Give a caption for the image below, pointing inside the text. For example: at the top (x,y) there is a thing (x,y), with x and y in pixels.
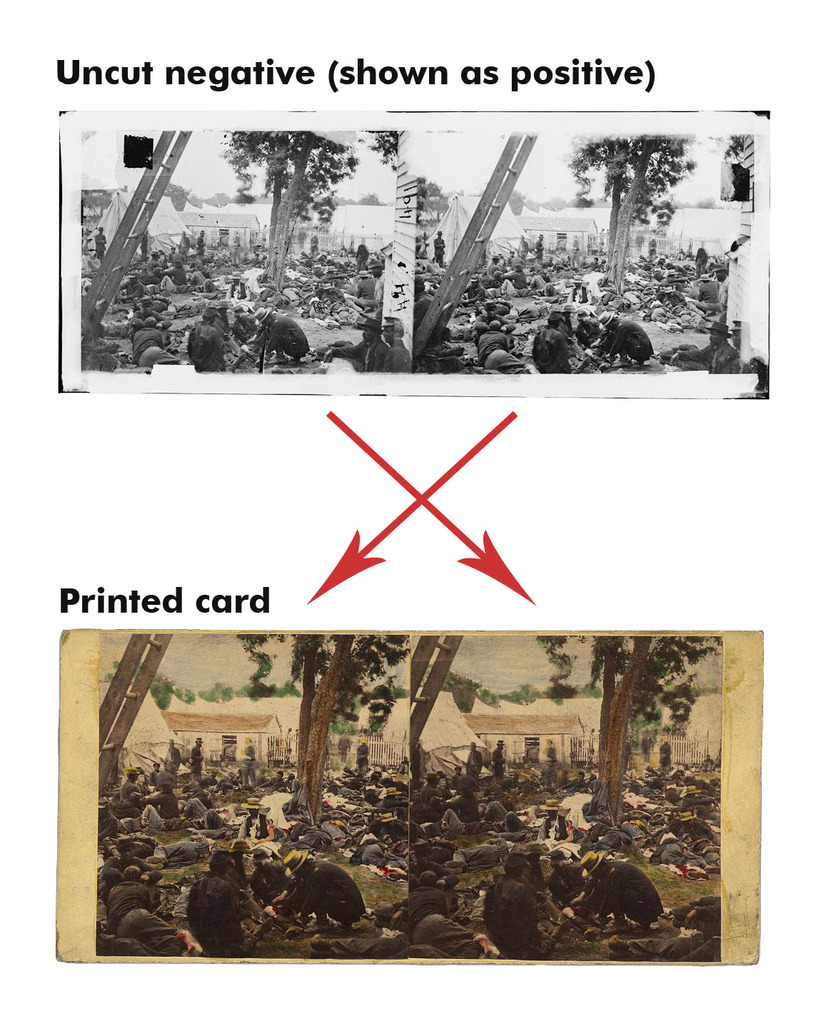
This looks like an edited and collage picture. I can see groups of people (294,809) sitting and few people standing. I can see the ladders (150,171). These are the trees (287,183) and the houses (547,233). I can see the letters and the arrow marks (430,489) on the image.
